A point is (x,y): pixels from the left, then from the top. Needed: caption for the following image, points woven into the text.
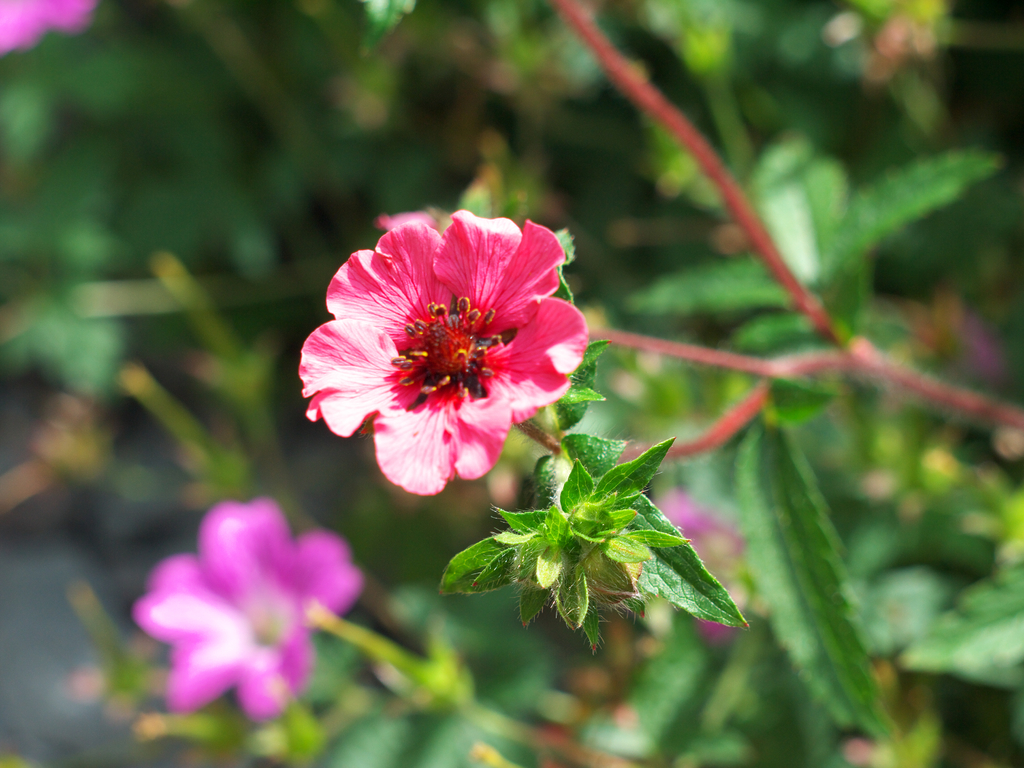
In the image there is a flower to a plant (690,289) and the background of the flower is green.
